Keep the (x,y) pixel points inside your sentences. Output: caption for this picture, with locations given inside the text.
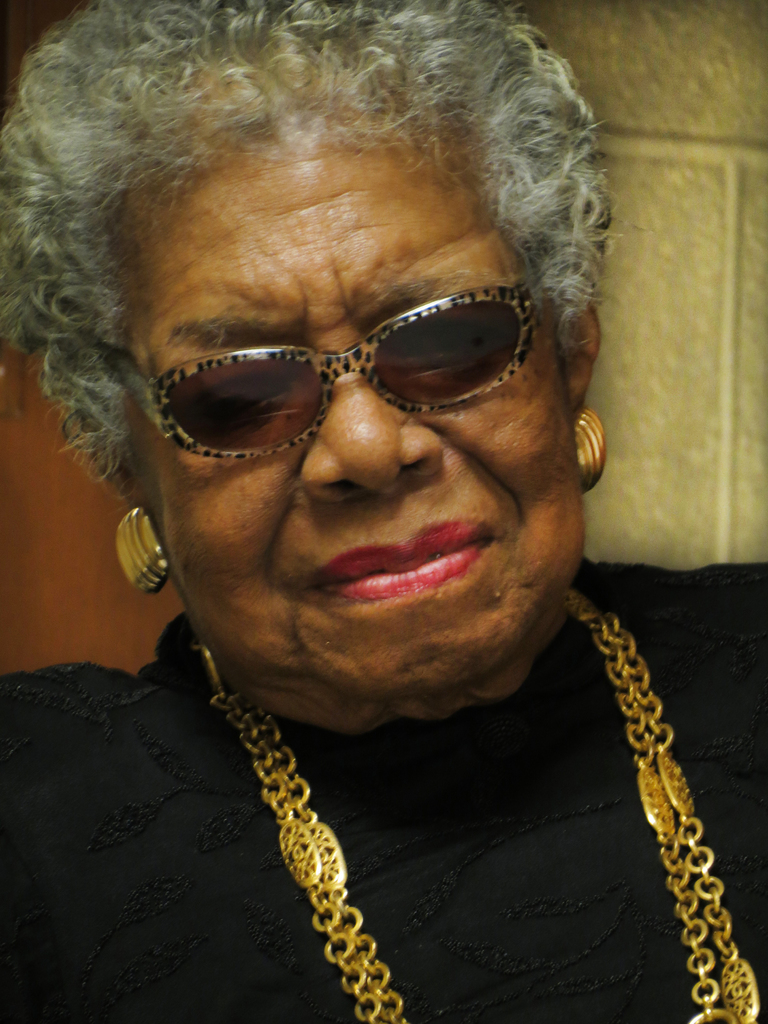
In the image in the center (261,563) we can see one woman (230,674) wearing a gold chain (316,843), gold earrings (148,557) and sun glasses (303,416). In the background (750,426) there is a wall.
